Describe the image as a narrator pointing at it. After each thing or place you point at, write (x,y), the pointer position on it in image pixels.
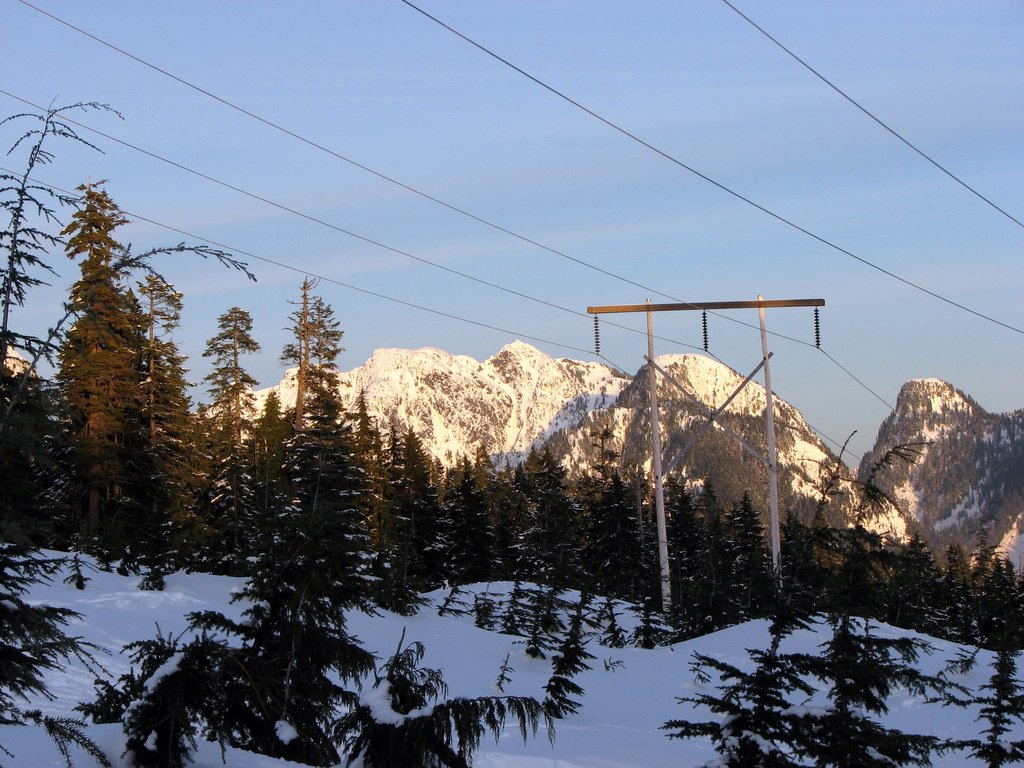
In this image I can see trees (844,632) in green color, snow (883,625) in white color. Background (786,425) I can see mountains (748,394) and the sky (434,225) is in blue color.
